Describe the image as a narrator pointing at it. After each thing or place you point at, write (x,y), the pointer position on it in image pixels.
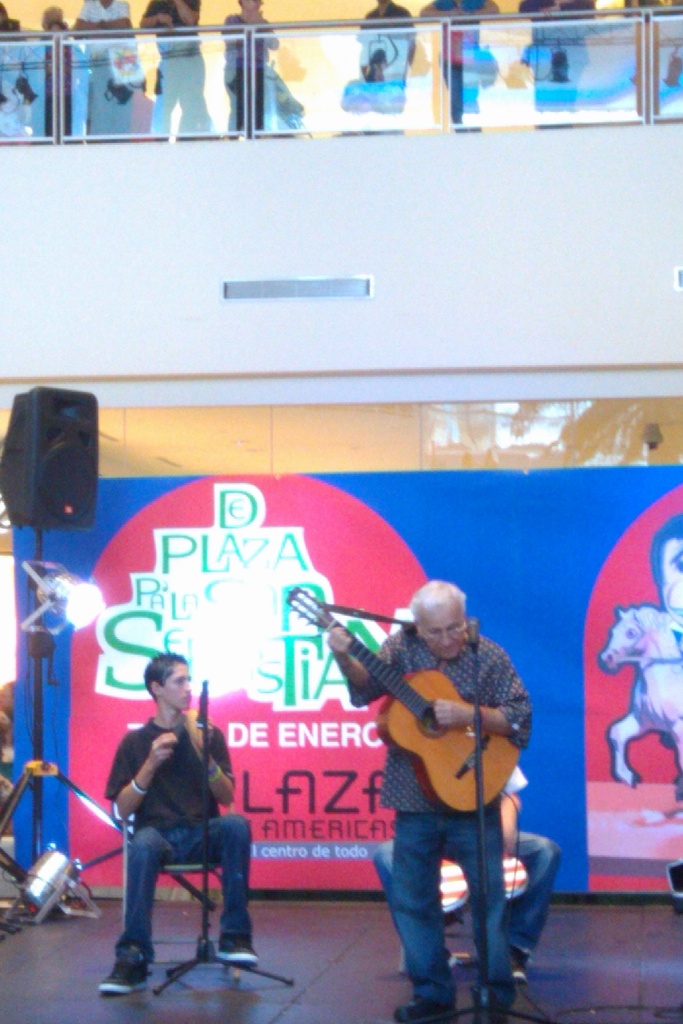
This picture shows a man (117,764) Seated on chair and a man (333,646) performing by playing a guitar (314,599) and we see a microphone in front of him and we see group of people (5,24) standing on the top floor (609,38).
